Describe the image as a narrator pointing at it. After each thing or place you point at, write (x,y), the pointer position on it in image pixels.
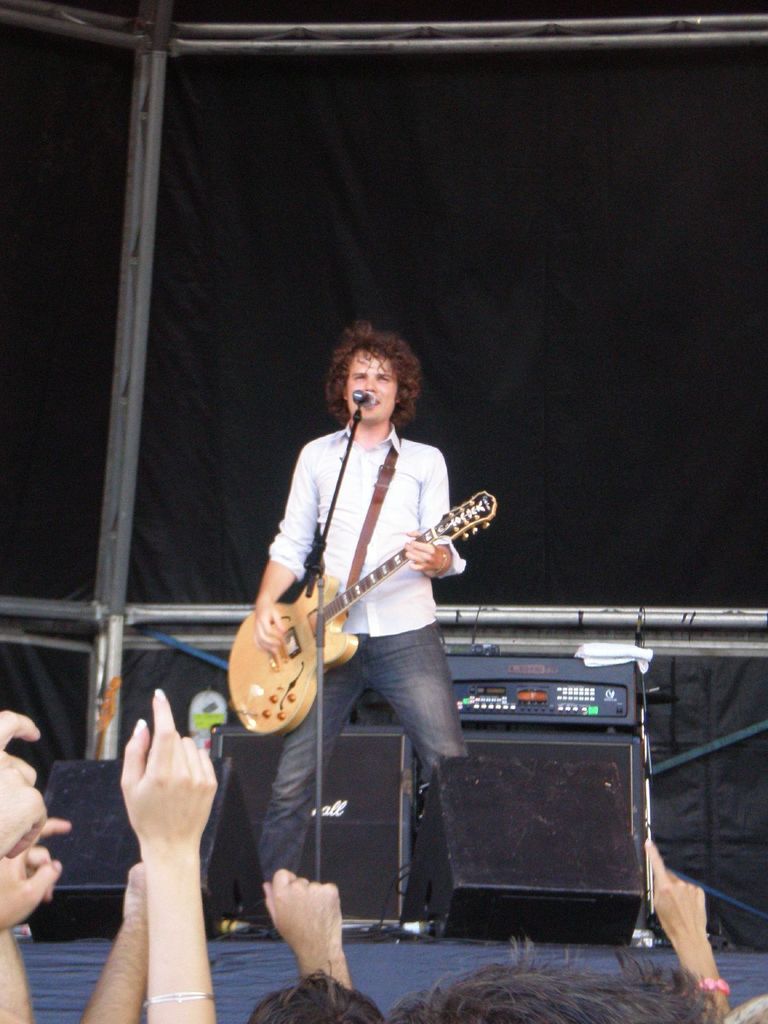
In this image there is one person (325,464) who is standing and playing guitar (334,613) in front of him there is one mike (316,576) it seems that he is singing. On the background (338,761) there are some sound systems (321,805) and on the top (189,163) there is one black cloth (186,242) and one rod (105,536) is there and in the bottom (174,952) there are some people (324,958).
